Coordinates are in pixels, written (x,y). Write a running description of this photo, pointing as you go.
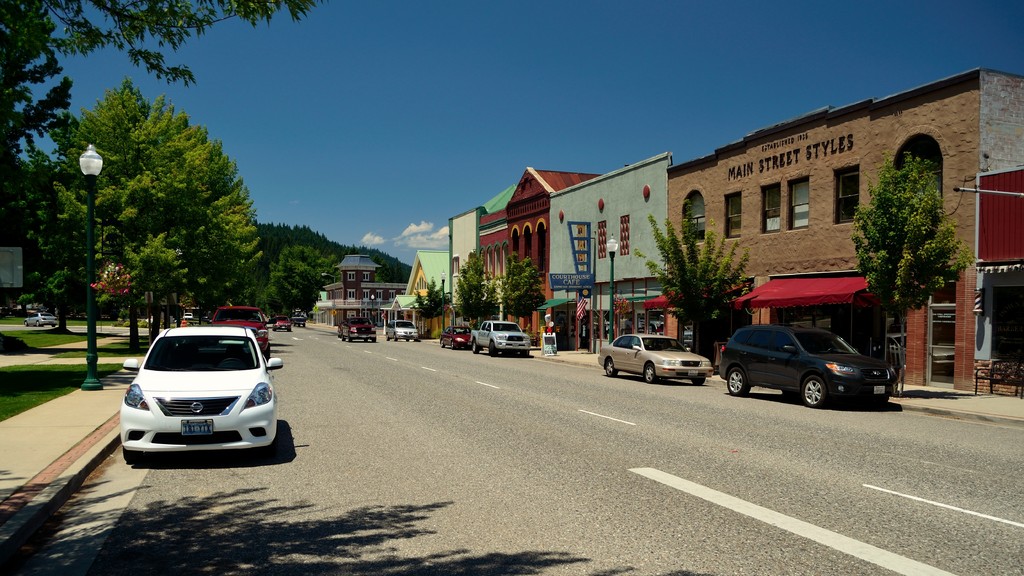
In this image I can see few vehicles (792,375) on the road (282,415). I can see few trees (322,250). There are few buildings (757,280). At the top (406,190) I can see clouds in the sky (478,65).
